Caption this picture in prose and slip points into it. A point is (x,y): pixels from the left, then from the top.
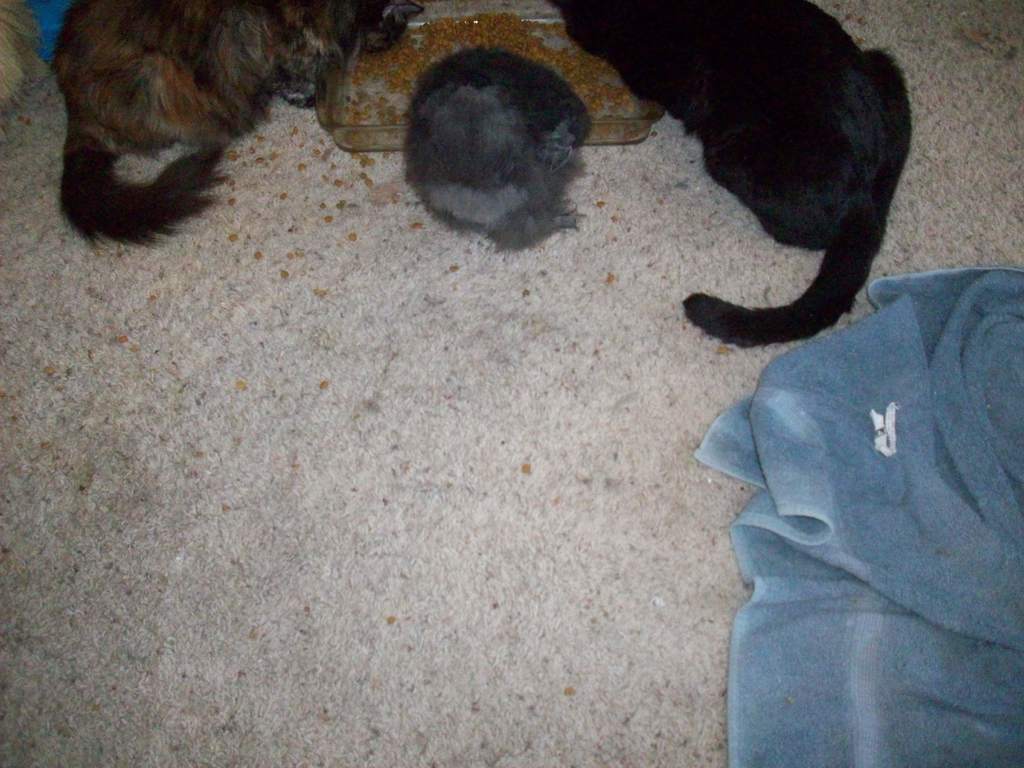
In this picture I can see a food item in a square bowl (629,138), there are animals (717,34) and a blanket (981,761) on the floor (534,400).
